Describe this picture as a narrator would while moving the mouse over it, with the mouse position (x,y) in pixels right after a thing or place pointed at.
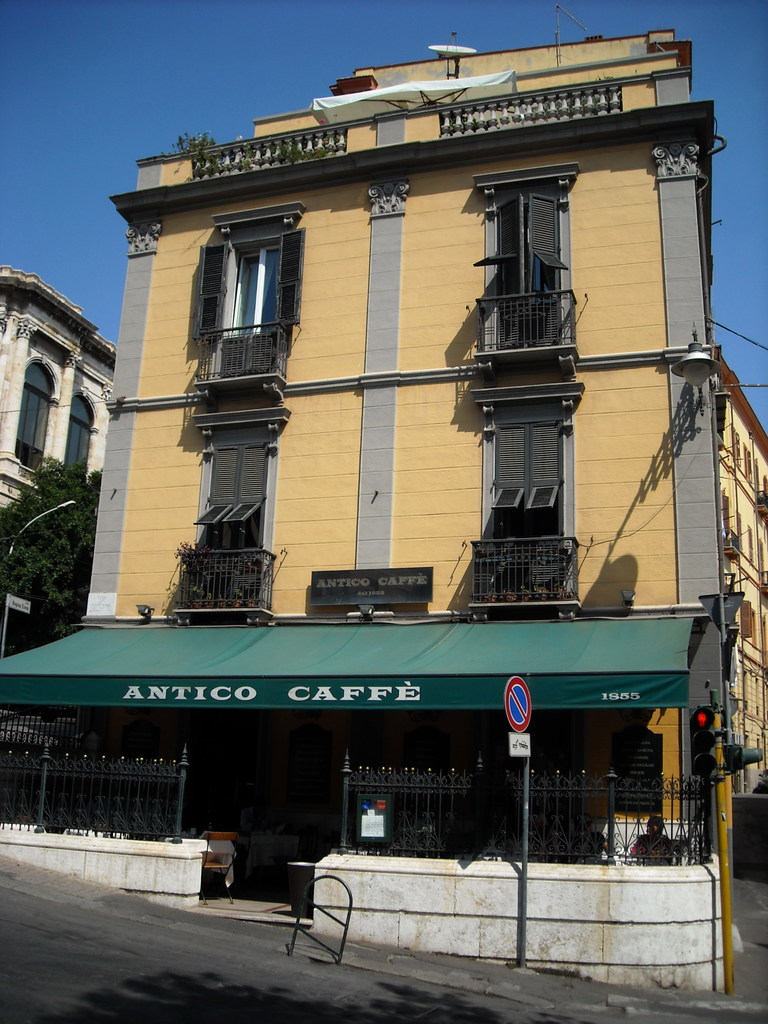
In this picture I can see buildings (303,458). Here I can see a sign board (528,754), traffic lights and some other objects (301,912). In the background (160,152) I can see the sky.
